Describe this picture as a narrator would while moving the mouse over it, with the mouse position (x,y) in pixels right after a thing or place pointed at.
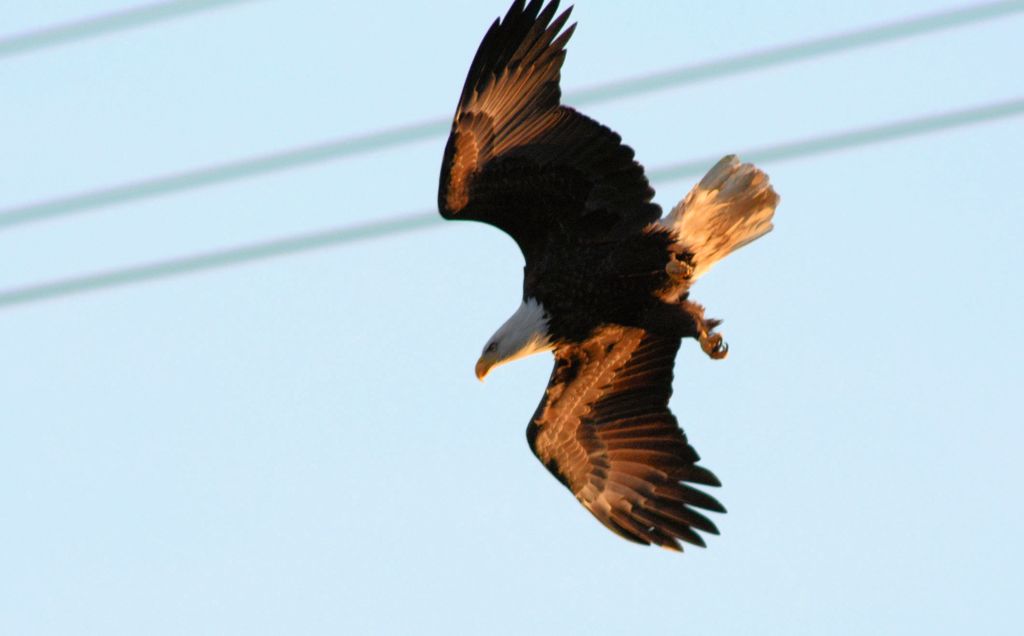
In the image there is a bird (522,96) flying in the sky (302,333).
